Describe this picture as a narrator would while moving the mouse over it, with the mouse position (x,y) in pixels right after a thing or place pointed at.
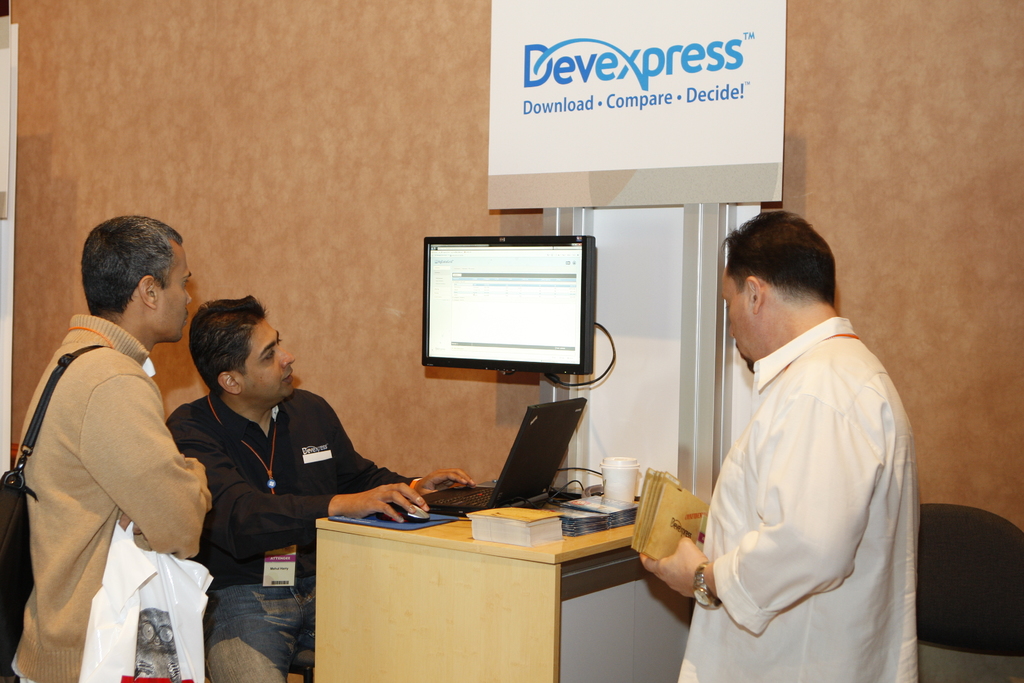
This picture describes about three people (268,451) two are standing one person (295,482) is seated on the chair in front of him we can see couple of objects (523,530) on the table (445,542), in the left side of the image (56,458) a person (56,458) wearing a backpack (11,532) and holding a plastic bag (157,616), and we can see some notice board (638,78) here.
